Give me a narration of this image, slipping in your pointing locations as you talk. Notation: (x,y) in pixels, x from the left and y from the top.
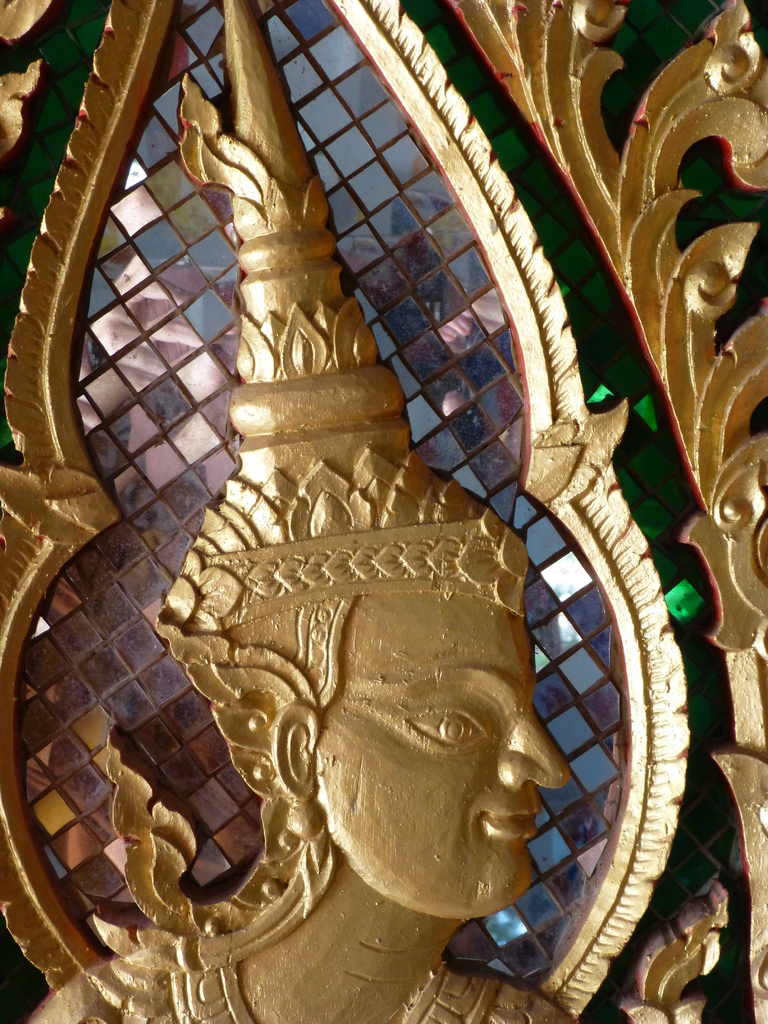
In this picture we can see some glasses (308,15) and a statue (325,276).
